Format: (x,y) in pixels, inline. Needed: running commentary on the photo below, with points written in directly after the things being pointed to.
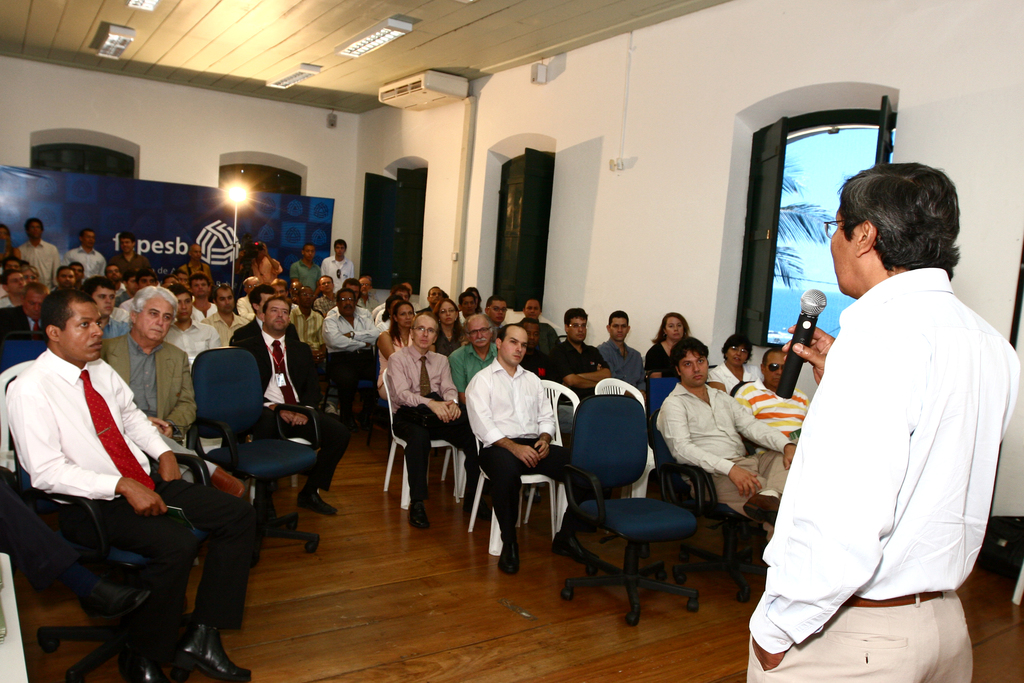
There are group of people (270,349) sitting on the chairs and few people (40,253) standing. This is a banner (137,217) which is blue in color. Here is a man (944,445) standing, holding a mike (806,344) and talking. These are the windows (519,221) with black doors (749,210). These are the tube lights (375,43) attached to the rooftop (168,26). This looks like an air conditioner (431,89). This is a light (232,190). I can see tree (793,227) and water (784,293) through the window (802,242).
